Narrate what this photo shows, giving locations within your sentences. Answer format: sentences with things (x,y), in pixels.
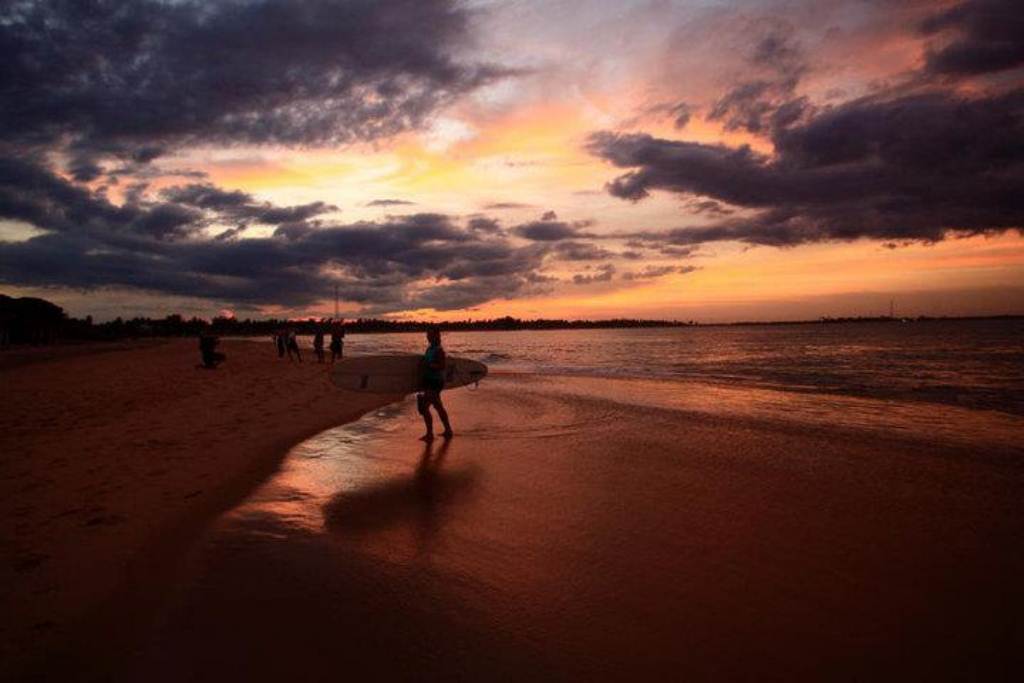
In this picture we can see a person (430,349) holding a surfboard (411,367), some people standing on sand (336,358), water (461,349), trees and in the background (654,159) we can see the sky (508,198) with clouds (299,123).
